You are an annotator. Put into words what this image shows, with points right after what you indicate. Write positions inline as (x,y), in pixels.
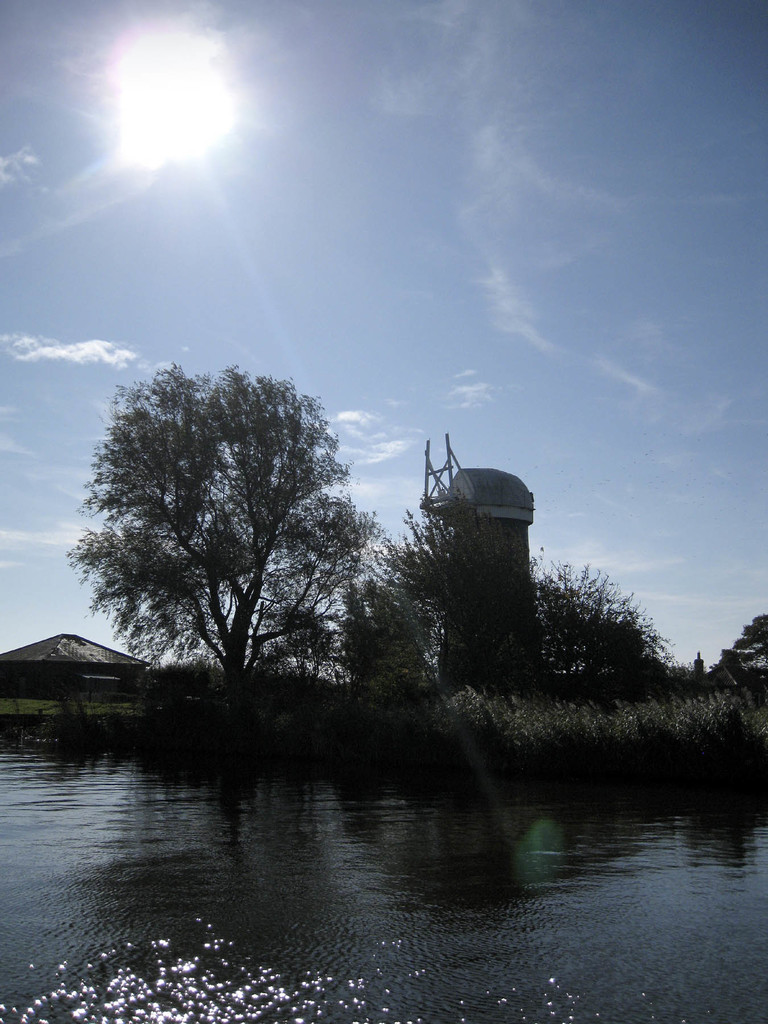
In this picture we can see building (506,492) near to the trees (510,634). At the top (297,31) we can see sun (183,94), sky (443,100) and clouds (481,87). On the bottom (449,995) we can see water (501,860). In the background (517,677) there are trees (501,641). Here we can see grass (635,749).
